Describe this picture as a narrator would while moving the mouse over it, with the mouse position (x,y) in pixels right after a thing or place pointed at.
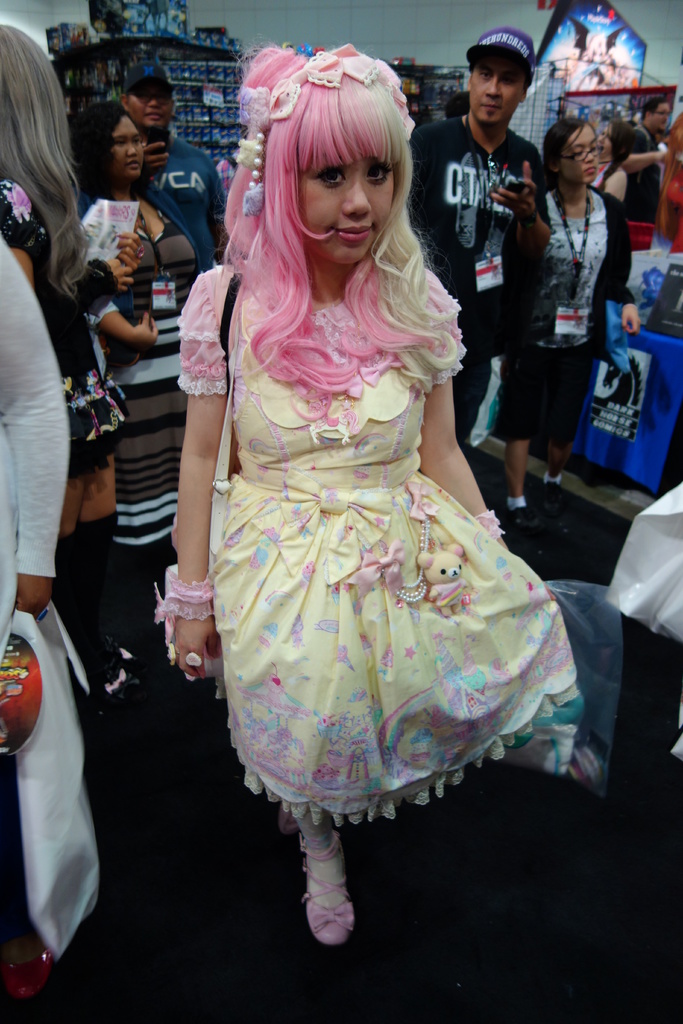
In the center of the image (311,435) we can see a woman (357,499) wearing frock (342,673) and holding the bag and standing on the floor (367,937). In the background (108,301) we can see some people (534,202) wearing identity cards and standing. We can also see some objects (200,67). There is a banner (593,73). We can also see the cover (561,775).
